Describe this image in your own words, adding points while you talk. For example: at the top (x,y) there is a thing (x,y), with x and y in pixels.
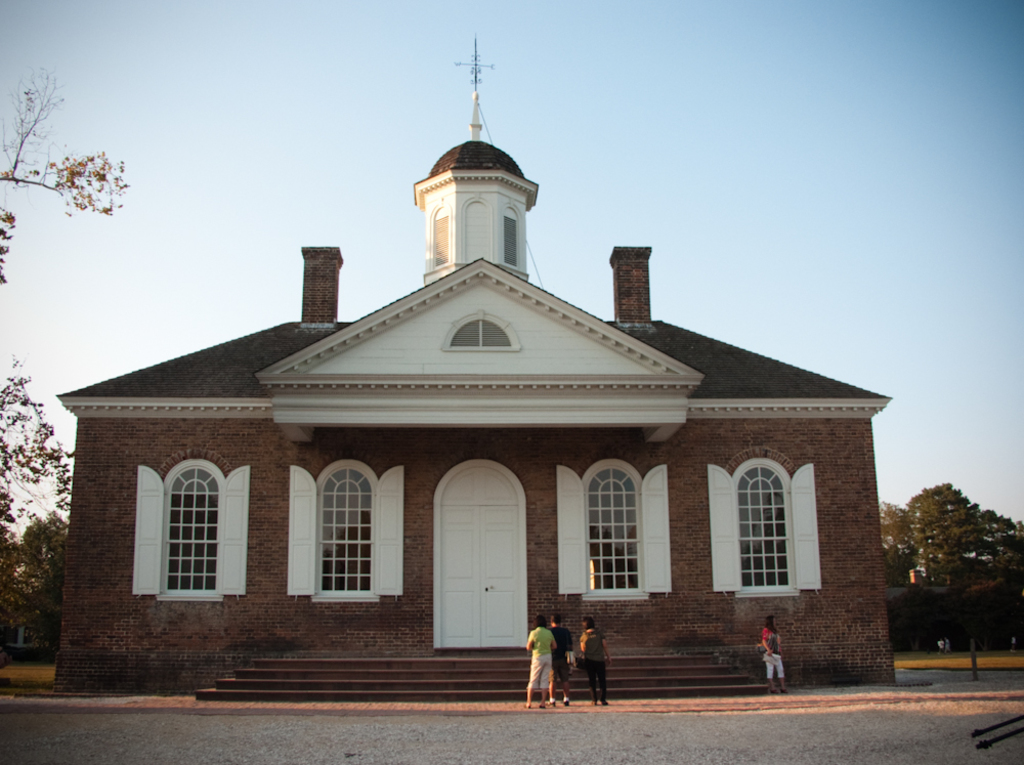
In this image I can see few people (543,673) standing in-front of the house (333,489). I can see the windows (335,527) to the house (284,518). In the background (12,543) I can see many trees (932,611) and the sky (343,223).
